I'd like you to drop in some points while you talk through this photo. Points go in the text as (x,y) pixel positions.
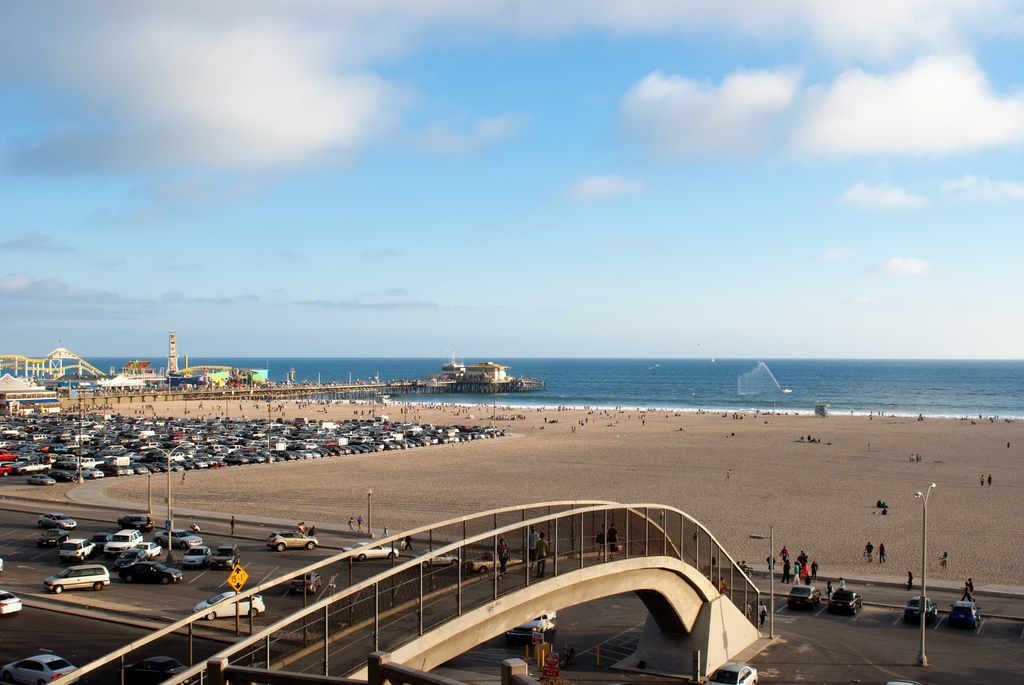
In this picture we can see vehicles (162,418) and some people (330,402) on the ground (256,570), signboard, poles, bridge (240,596), water (570,391) and some objects (424,389) and in the background (231,293) we can see the sky (664,146) with clouds (715,126).
